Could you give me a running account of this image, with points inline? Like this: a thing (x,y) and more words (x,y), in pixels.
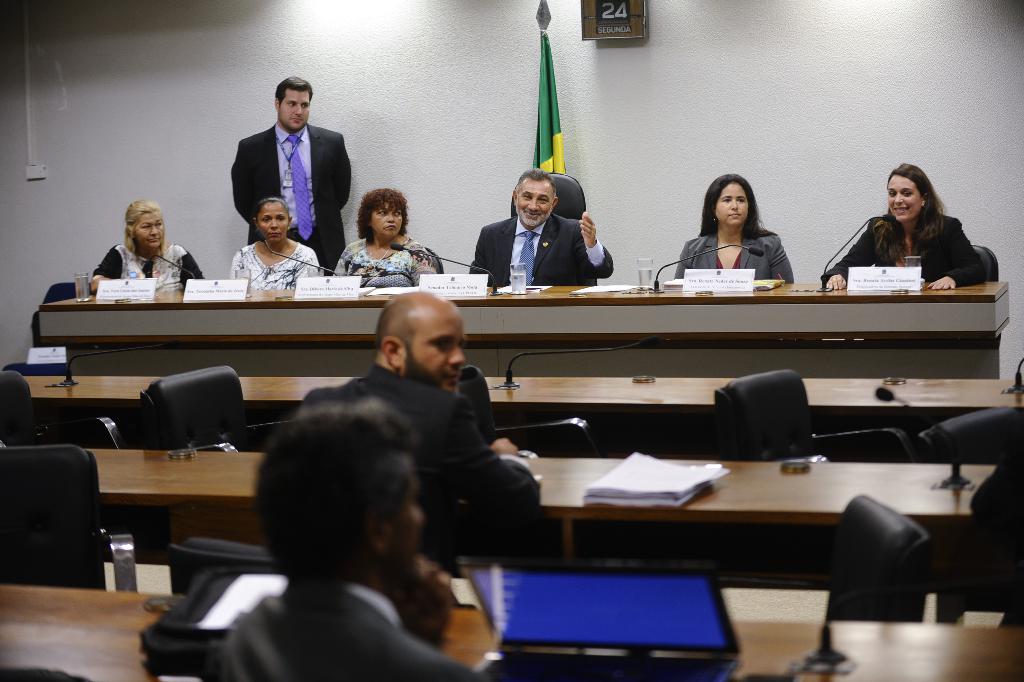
Here we can see some persons (430,677) are sitting on the chairs (549,426). These are the tables (664,317). On the table (117,322) there is a glass (523,277), and a laptop (578,623). There are some papers (677,483). On the background (336,112) there is a wall (606,148) and this is flag (544,41). Here we can see a man (320,166) who is standing on the floor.
